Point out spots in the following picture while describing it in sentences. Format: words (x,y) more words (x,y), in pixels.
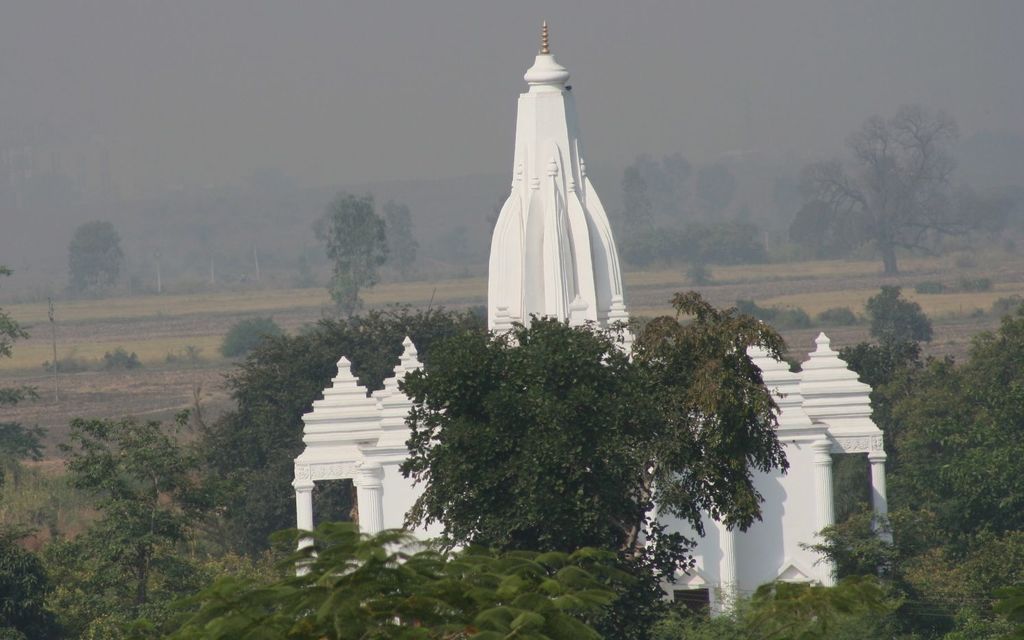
This image consists of a temple (829,571) in white color. At the bottom (490,518), there are plants (459,598) and trees (418,391). In the background (181,298), there is a ground (131,403).
